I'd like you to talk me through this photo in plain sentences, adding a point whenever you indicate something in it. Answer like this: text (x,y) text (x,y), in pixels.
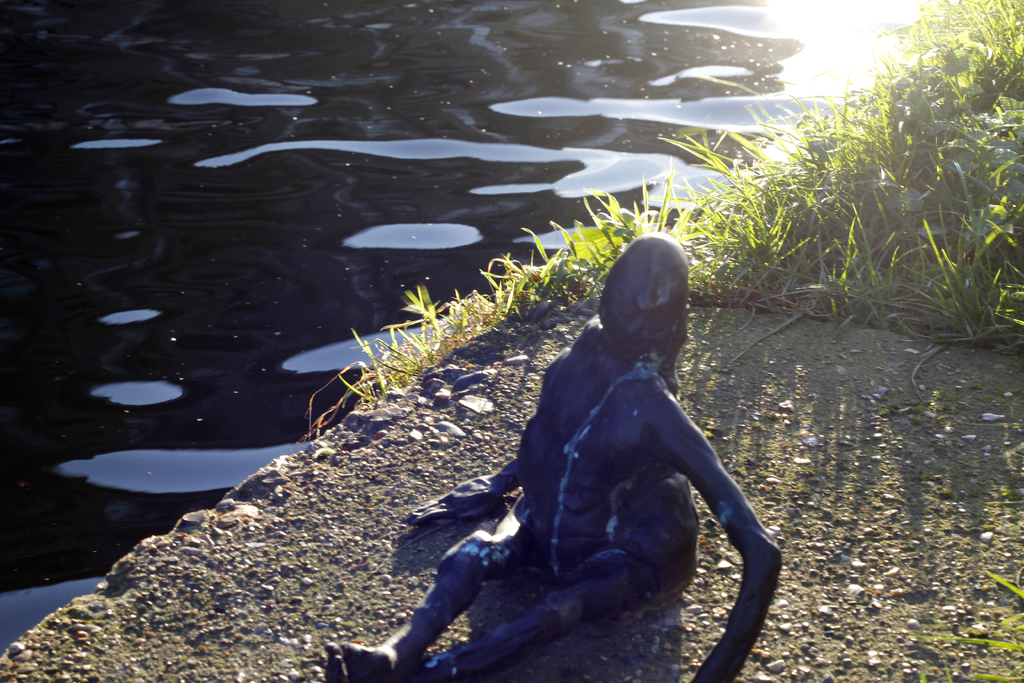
In this image I can see there is a statue of a human (661,516) in the middle (640,386). On the right side (841,198) there is the grass (931,169), on the left side (291,226) there is water (205,317).
